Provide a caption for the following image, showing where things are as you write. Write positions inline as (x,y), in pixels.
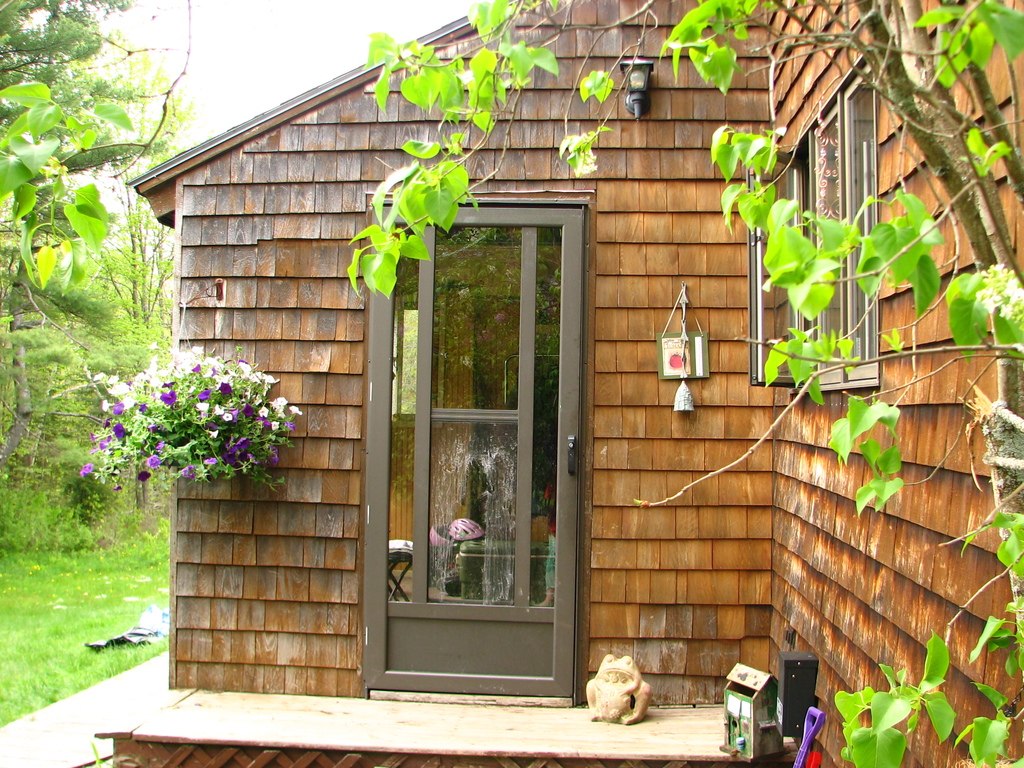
In this image in the center (388,422) there is a door (428,444) and there is a wall (773,467) and there is a light (634,99) hanging on the wall (645,123). There are flowers (206,412). In the front (973,278) on the right side (952,226) there is a plant (987,190). On the left side (57,277) there are trees (43,412) and there's grass (85,613) on the ground (85,613).
